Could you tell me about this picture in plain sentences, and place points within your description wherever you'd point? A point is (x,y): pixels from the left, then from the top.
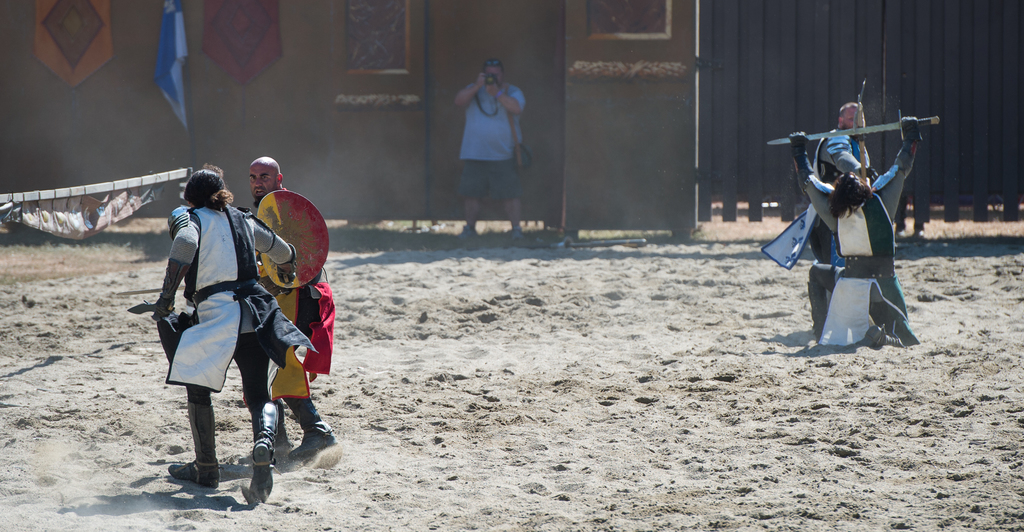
In this image on the right side (794,246) and left side (247,316) there are some people (294,343) who are fighting, and at the bottom (539,377) there is sand (526,447) and in the center (474,191) there is one person (483,143) who is standing and he is holding a camera (490,80) and clicking pictures. And there is a wall (518,62) and gate (758,100) and flag (162,74).
